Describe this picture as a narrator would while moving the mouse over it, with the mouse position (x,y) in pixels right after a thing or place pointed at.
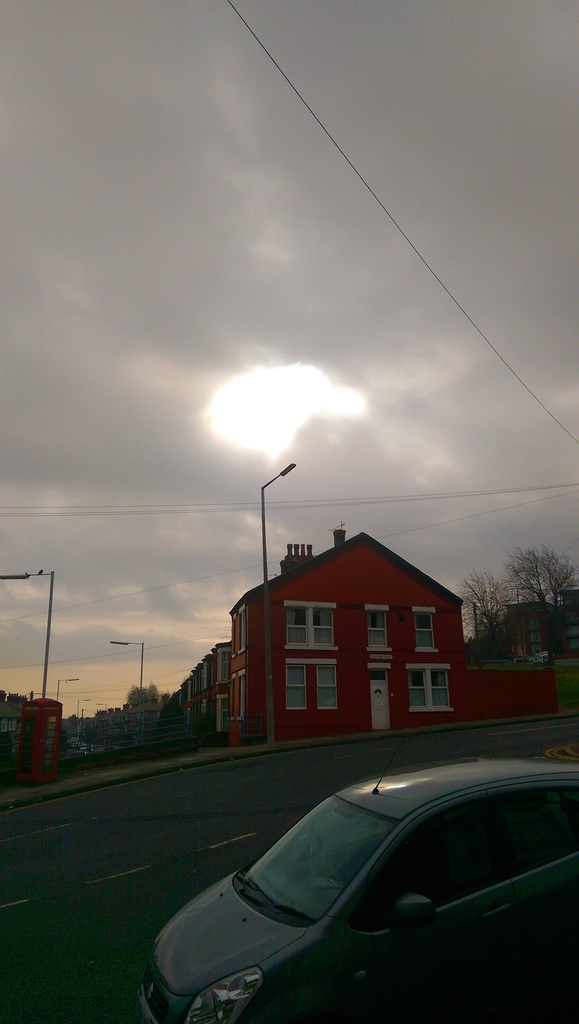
In this picture we can see a car (252,933) on the road (282,794), buildings (123,712) with windows (380,646), trees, poles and in the background (80,456) we can see the sky (320,385) with clouds (257,237).
